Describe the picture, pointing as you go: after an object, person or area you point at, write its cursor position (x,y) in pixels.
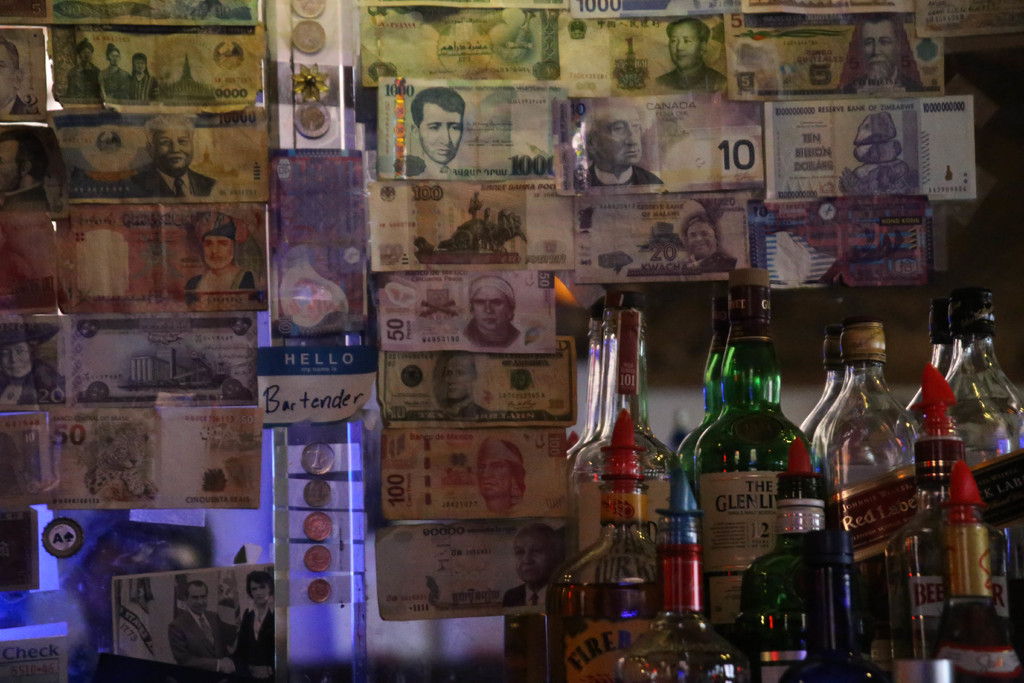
We can able to see bottles (941,486) and currency (497,345) on mirror (668,342). A picture (227,606) is also on a mirror (202,542).
